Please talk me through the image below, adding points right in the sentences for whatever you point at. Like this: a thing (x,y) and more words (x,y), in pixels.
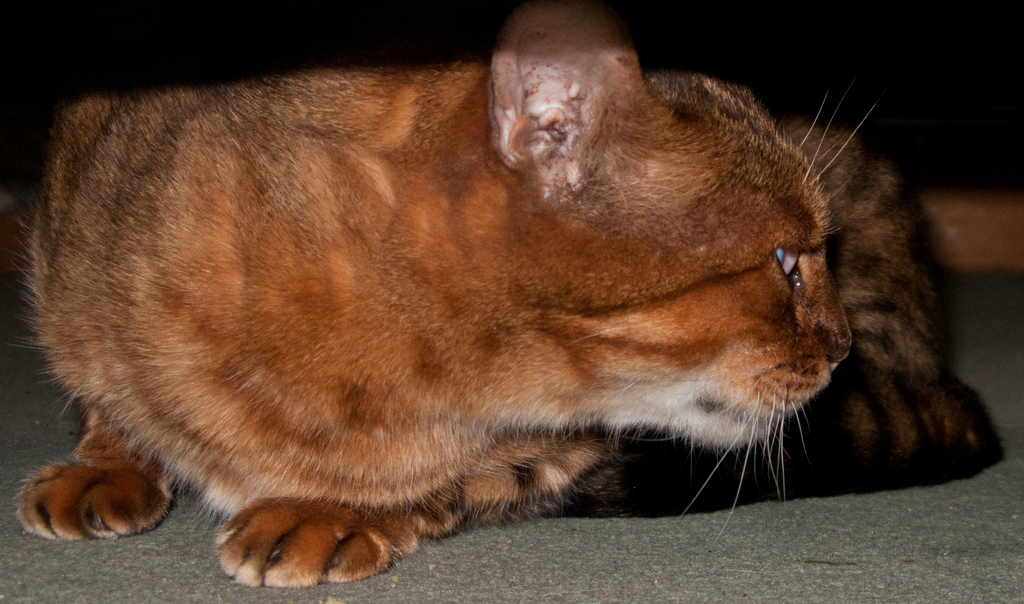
There is a cat (595,172) on the gray color surface (764,551). And the background (781,4) is dark in color.
